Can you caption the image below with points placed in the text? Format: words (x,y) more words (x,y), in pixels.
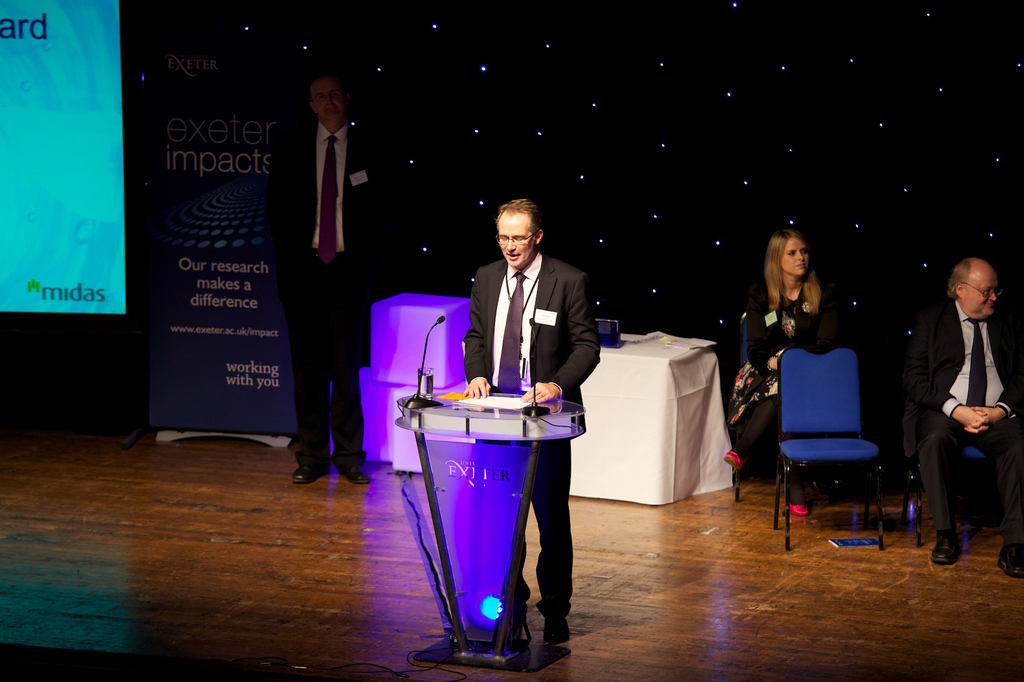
In this image there is a stage (676,579), on that stage (366,665) there is a podium (456,415), on that podium (425,418) there is a book (490,404) and mike's (429,406), behind the podium (490,419) there is a man (537,378) standing, in the background (924,364) there are people (911,361) sitting on chairs (819,398), beside the chair (831,454) there is a table (645,353) and there are boxes (392,343), beside the boxes (392,347) a man (320,292) standing, beside the man (313,315) there is a poster (228,257), on that poster (234,214) there is some text (231,282), in the top left (116,193) there is a screen (73,180).
